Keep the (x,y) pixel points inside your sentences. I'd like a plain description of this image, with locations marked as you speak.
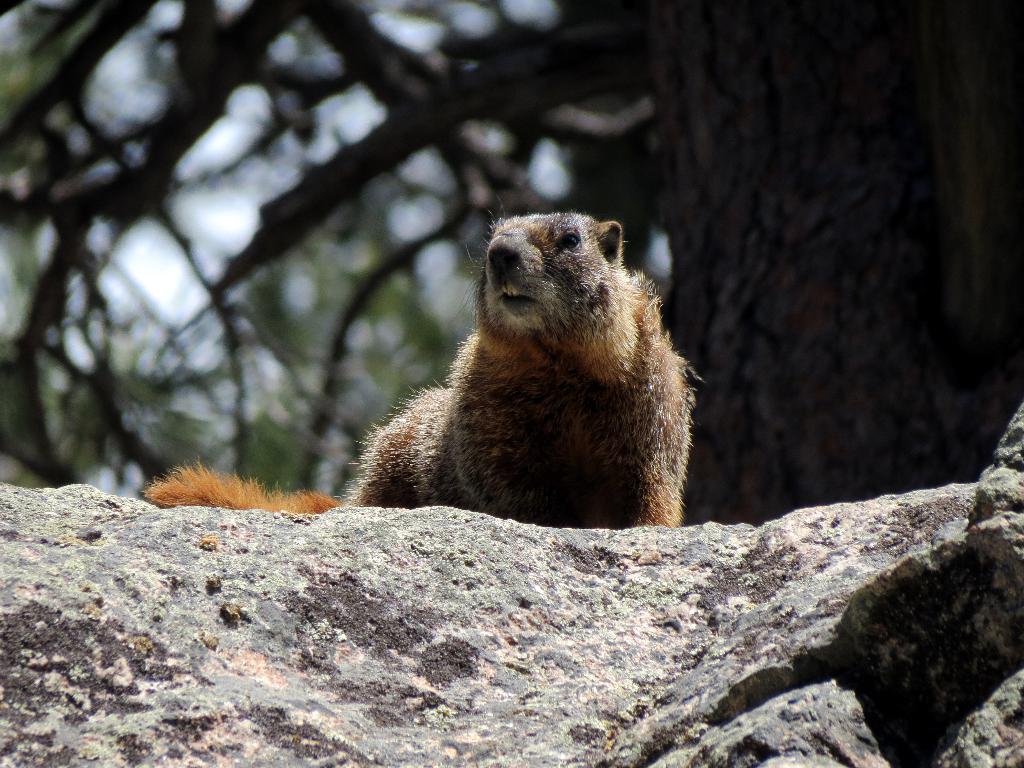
In this image I can see an animal (471,487) visible on the stone (397,552) and I can the tree (818,95) at the top (846,104).
